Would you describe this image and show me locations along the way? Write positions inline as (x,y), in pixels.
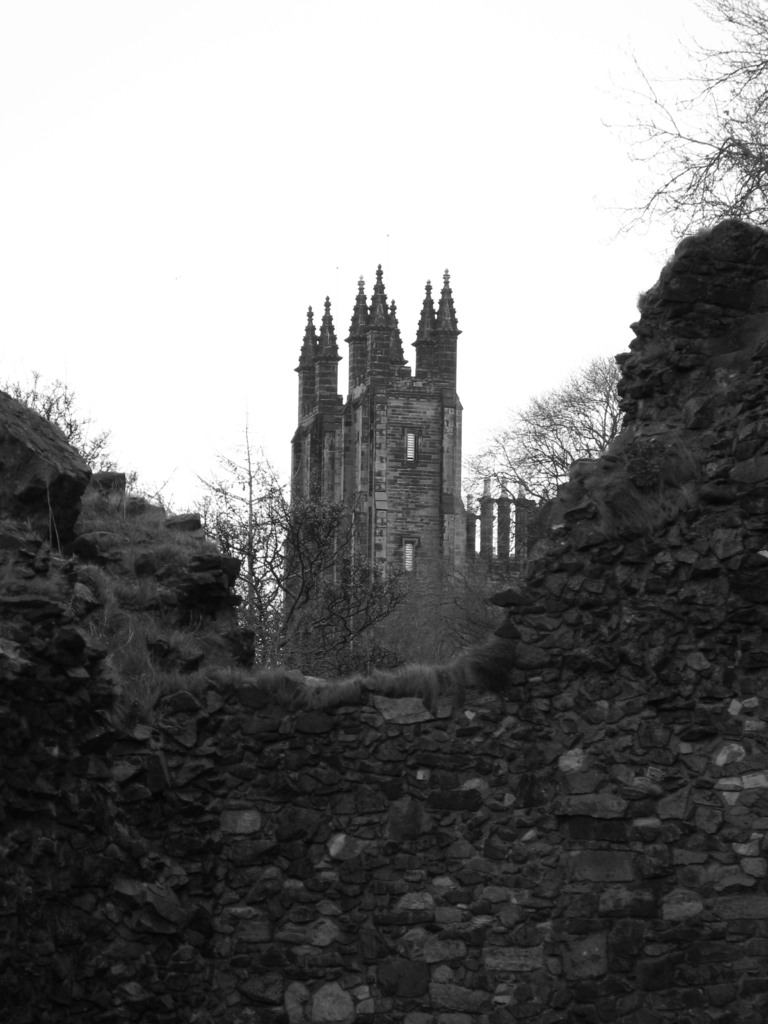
This is a black and white image and here we can see a fort (401,405) and there are rocks (488,687) and we can see trees (655,194).
